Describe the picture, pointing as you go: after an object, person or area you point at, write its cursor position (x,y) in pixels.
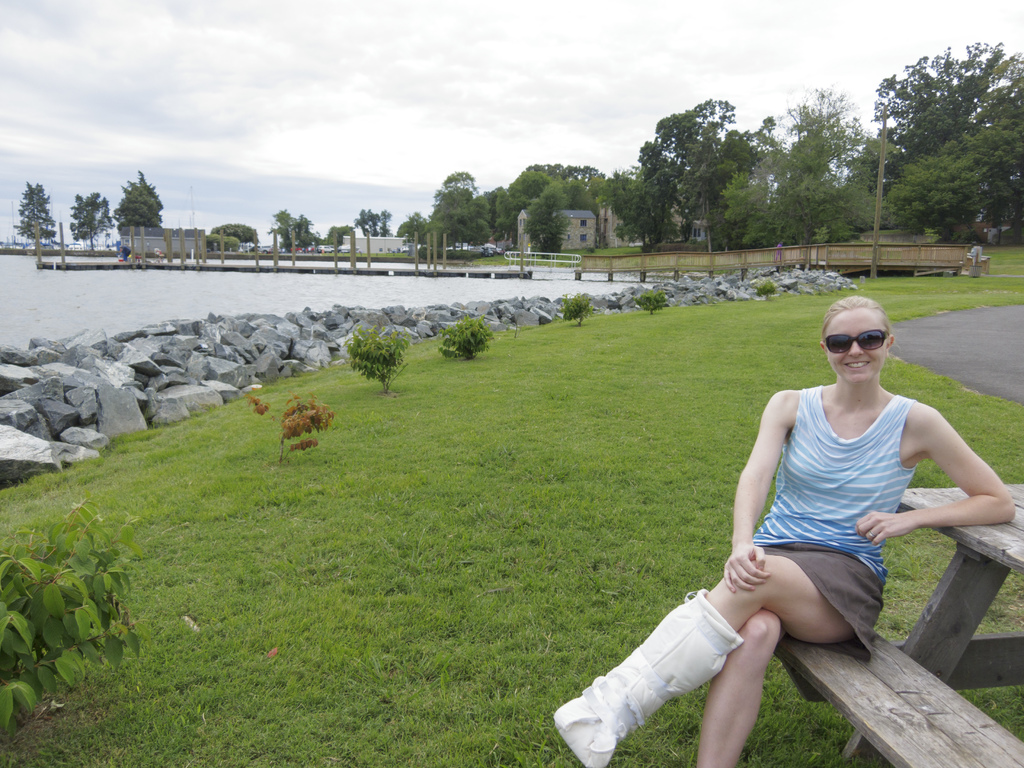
In this picture there is a woman (830,621) sitting and she is smiling. At the back (657,267) there is a bridge (533,267) and there are buildings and trees (568,178). On the left side of the image (178,287) there is water (153,294) and there are stones (300,329) and plants (390,349). On the right side of the image (969,344) there is a road (959,366). At the top (260,199) there is sky (294,198) and there are clouds (481,94). At the bottom (536,634) there is grass (589,514).
